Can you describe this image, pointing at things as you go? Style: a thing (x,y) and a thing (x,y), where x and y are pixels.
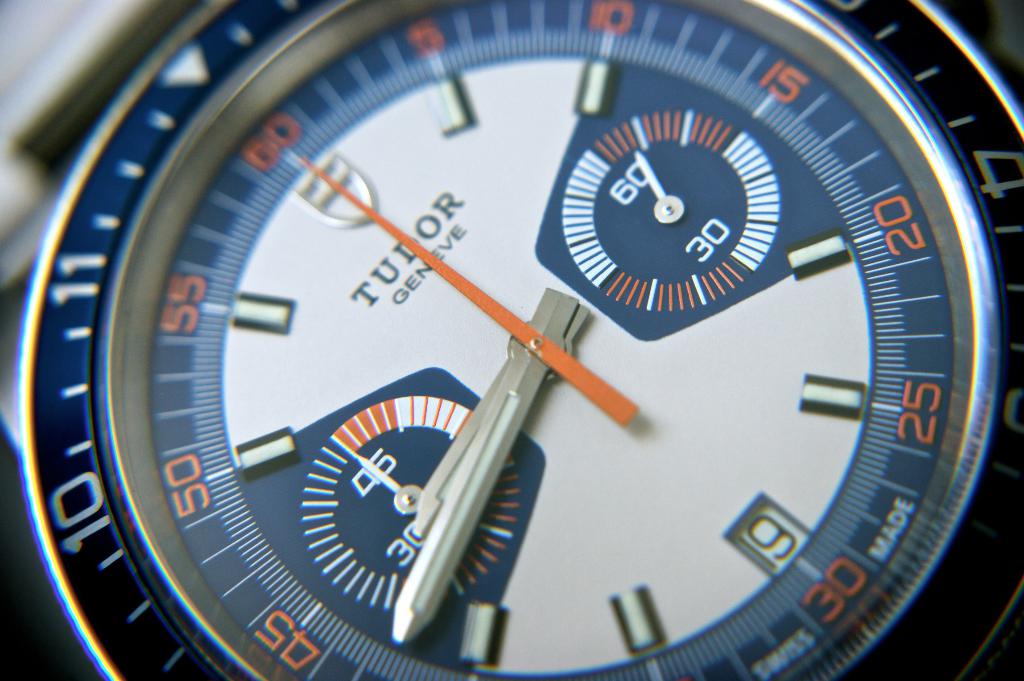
In this image there is a dial (433,434) of a wrist watch (420,235).
